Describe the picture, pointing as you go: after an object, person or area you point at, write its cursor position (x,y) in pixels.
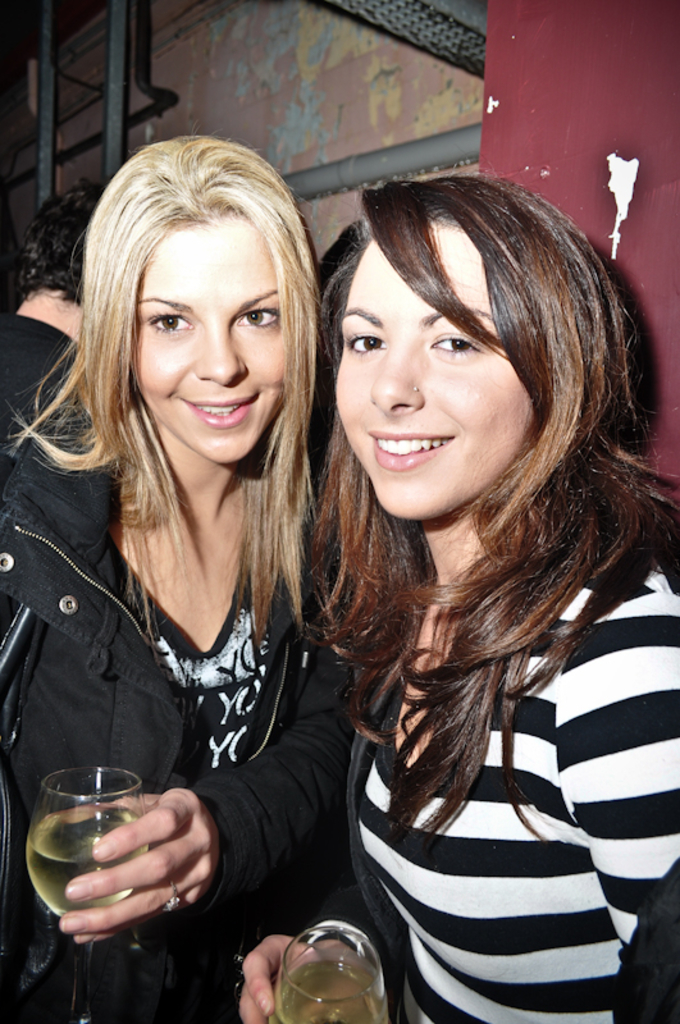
In this image we can see two ladies (298,548) standing and holding glass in their hands (195,861). In the background (381,124) we can see a wall (341,118).
